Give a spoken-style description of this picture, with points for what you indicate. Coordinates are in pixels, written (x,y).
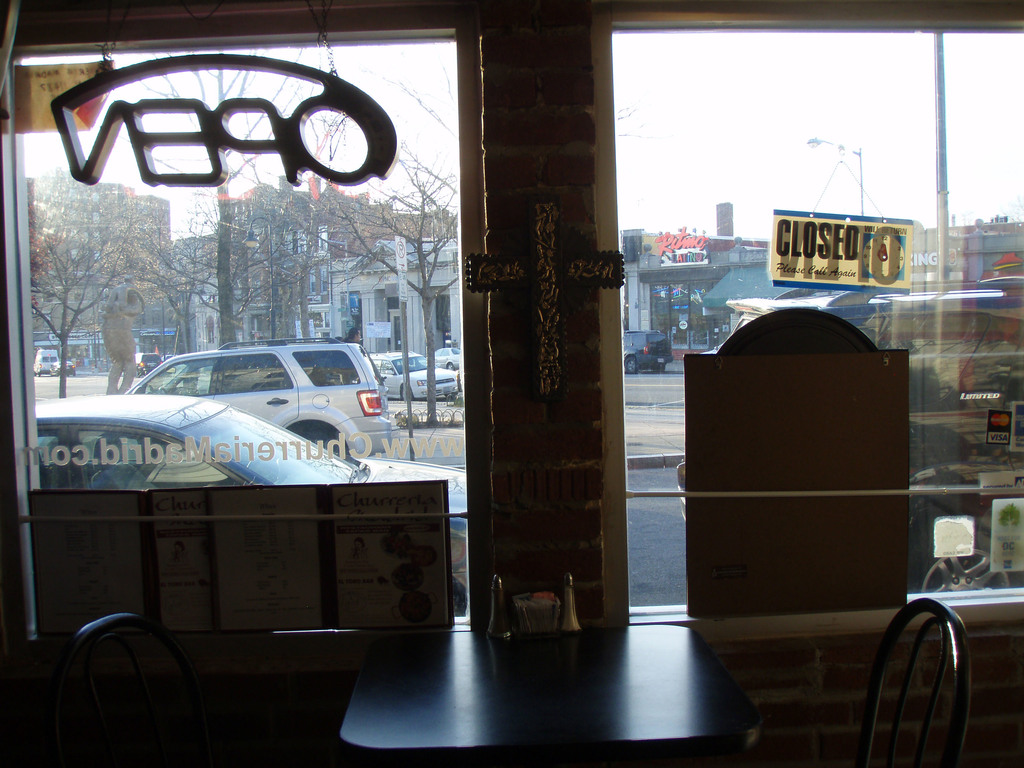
In this image there is a building (1007,741), window (29,605), table (573,643), chair (897,724) and the background (455,336) there are trees (433,338), building (404,338), car (356,422), pole (860,168), light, sky (765,208).
